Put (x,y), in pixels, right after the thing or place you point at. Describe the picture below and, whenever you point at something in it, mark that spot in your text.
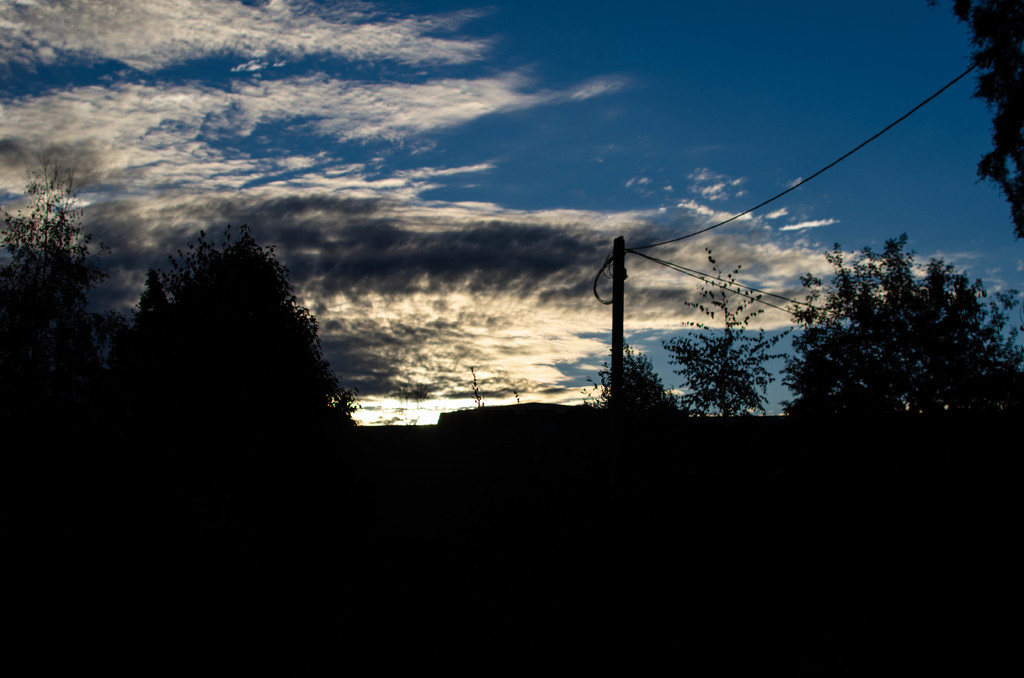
In this picture I can observe some trees (676,353). There is a pole (617,387) on the right side of the picture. In the background (373,182) I can observe some clouds (454,219) in the sky (566,130).
